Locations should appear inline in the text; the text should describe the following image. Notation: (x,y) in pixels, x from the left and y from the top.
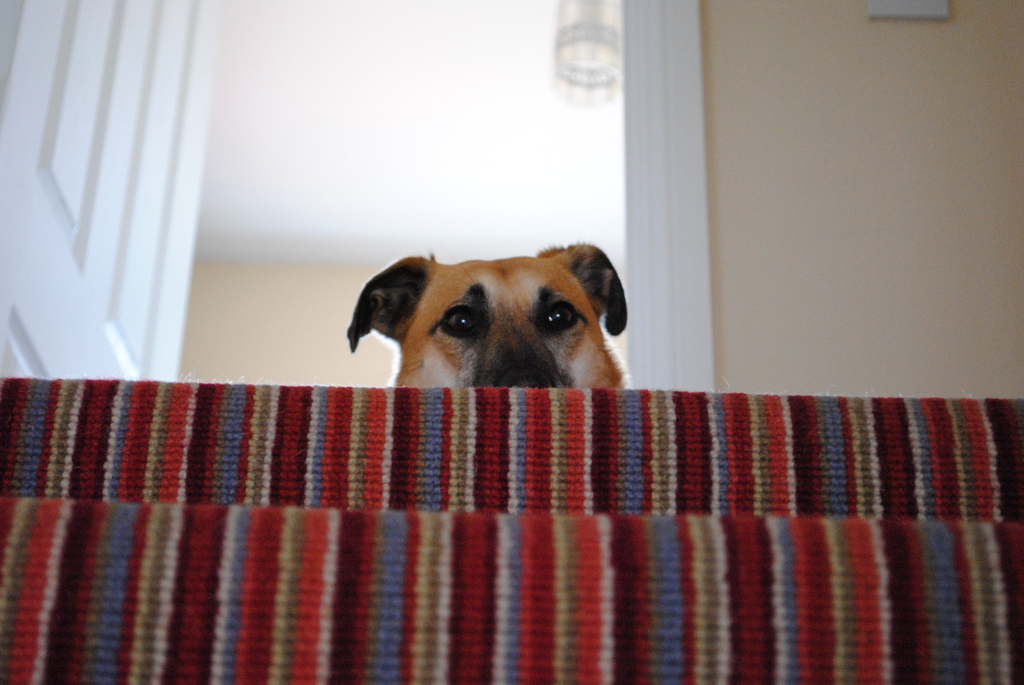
In this image in the front (446,545) there are mats (446,540). In the center (523,378) there is a dog (513,349). In the background (801,186) there is a wall (786,194) and on the left side (84,219) there is a door (73,208) which is white in colour.
